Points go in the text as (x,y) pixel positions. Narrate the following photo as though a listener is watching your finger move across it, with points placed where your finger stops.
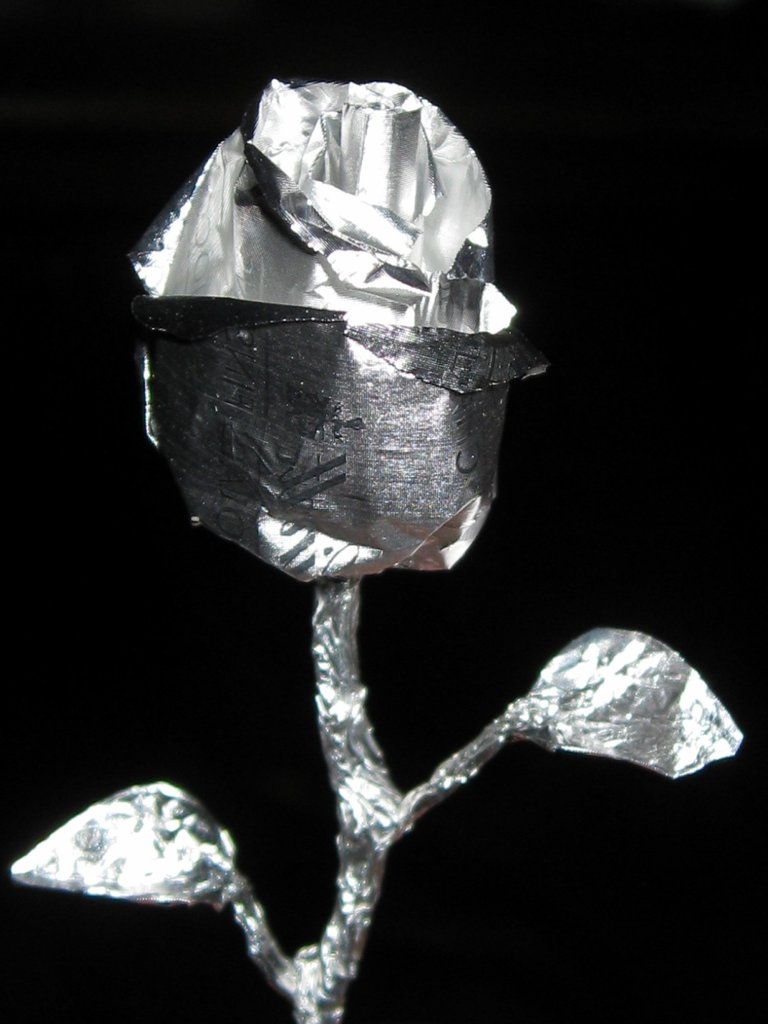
This is a black and white image. Here I can see an artificial flower (338,620). The background (602,90) is in black color.
